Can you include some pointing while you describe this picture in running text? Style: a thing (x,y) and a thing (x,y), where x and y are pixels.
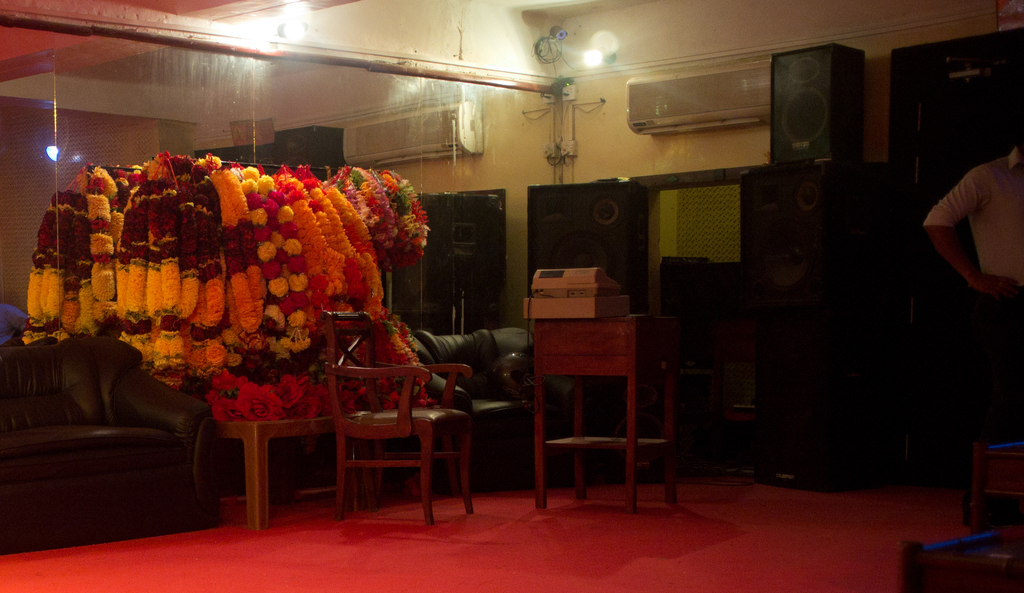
In this picture there are many garlands (206,251) which are hanged to the rod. There is a light (592,60). There is an air conditioner (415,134) attached to the wall (493,156). There are many loudspeakers (783,215). To the left (52,470), there is a sofa (99,485). There are some garlands (255,403) which are placed on the table (259,459). There is a chair (375,425) in the middle (378,374). There is a table (597,365) and a xerox machine (584,310) on the table (593,365). To the right (1002,223), there is a man (986,224) wearing a white shirt (999,234) and is standing. There is a red carpet (597,551) on the floor (654,531).
